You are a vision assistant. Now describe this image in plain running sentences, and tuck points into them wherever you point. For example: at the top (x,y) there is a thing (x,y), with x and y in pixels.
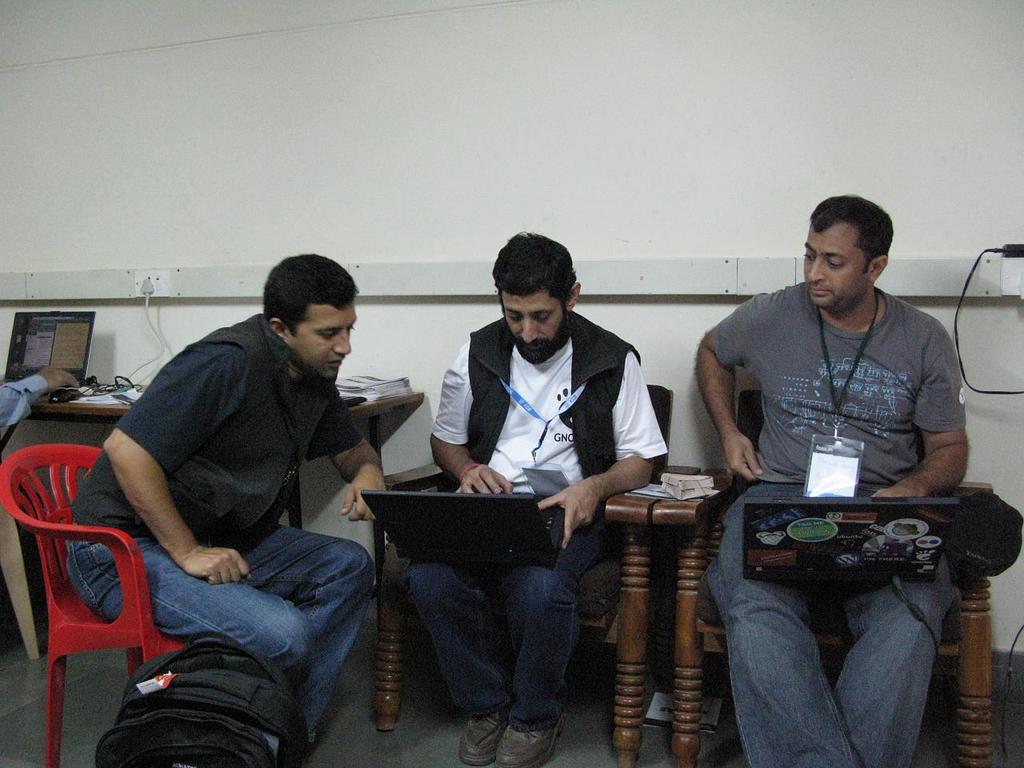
In this image, we can see few people (940,442) are sitting on the chairs (383,696). At the bottom (380,743), there is a floor (321,747) and backpack (255,756). In the middle of the image (553,495), a person (515,459) is holding a laptop (523,528). Background (488,222) there is a wall (392,241). Here we can see few objects (1007,395), table (60,415), laptops (43,344) and things (968,498). On the left side of the image (61,380), we can see human hand (49,388) and screen (61,364).
